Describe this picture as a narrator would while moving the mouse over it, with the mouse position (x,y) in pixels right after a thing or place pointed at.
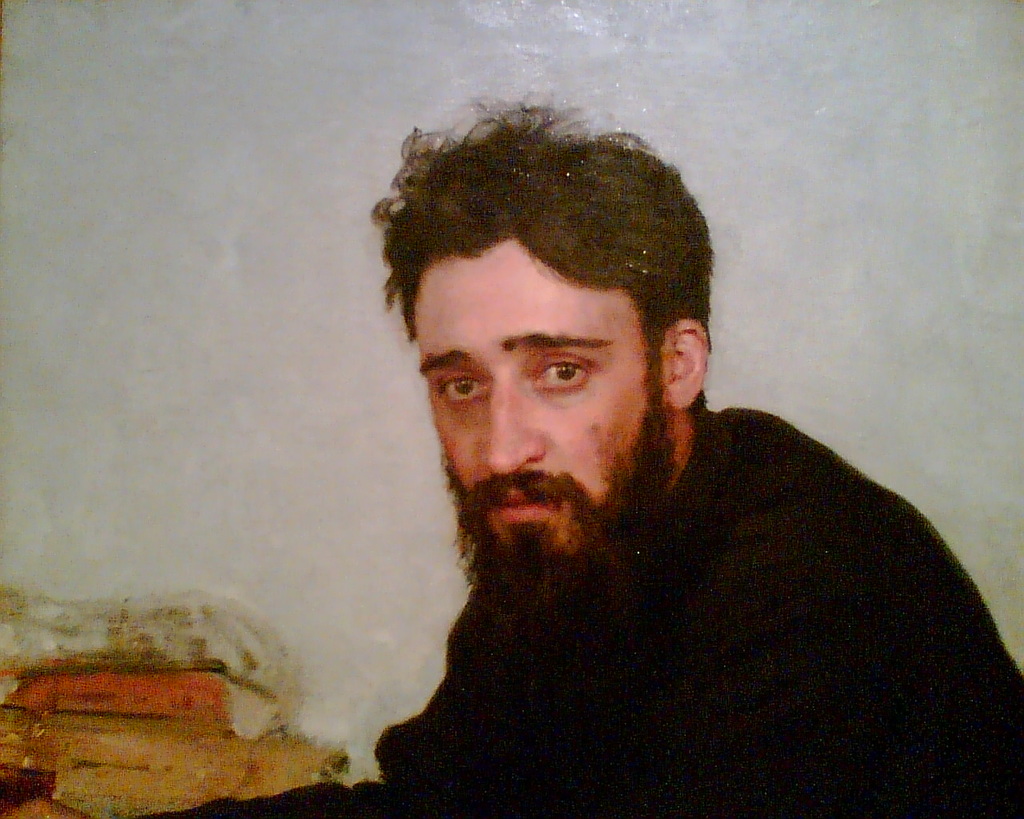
In this image I can see a person (590,545). I can also see the background (719,37) is white in color.
